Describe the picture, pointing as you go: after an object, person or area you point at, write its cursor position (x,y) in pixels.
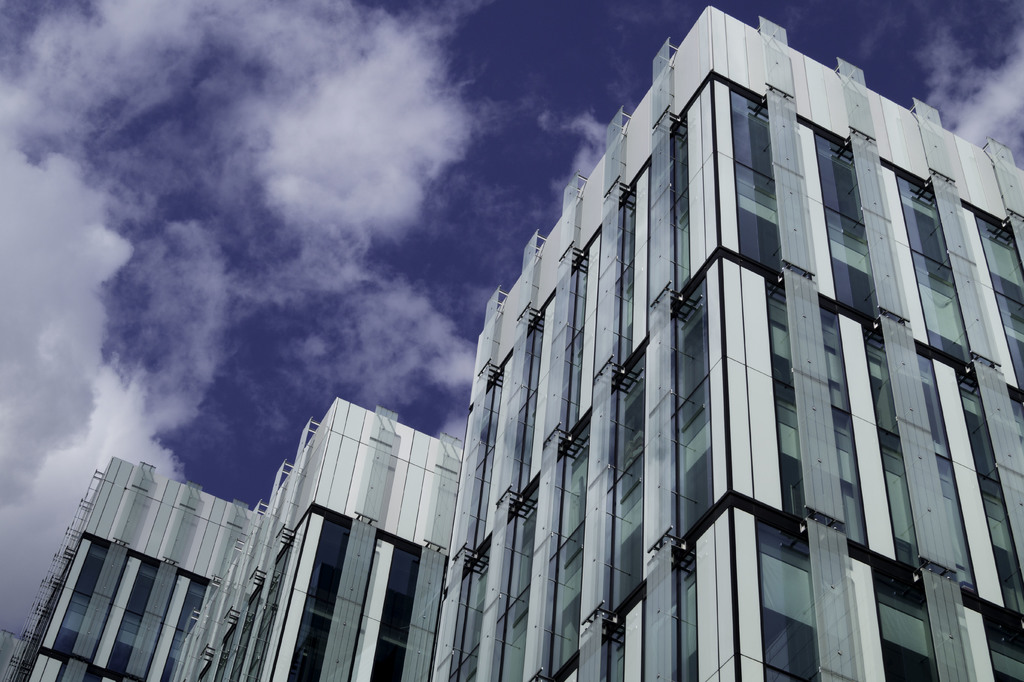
At the bottom (318,460), we see the buildings (466,443) in white color. These buildings (612,335) have the glass windows (483,467). At the top (410,141), we see the clouds (404,153) and the sky (557,86), which is blue in color.
